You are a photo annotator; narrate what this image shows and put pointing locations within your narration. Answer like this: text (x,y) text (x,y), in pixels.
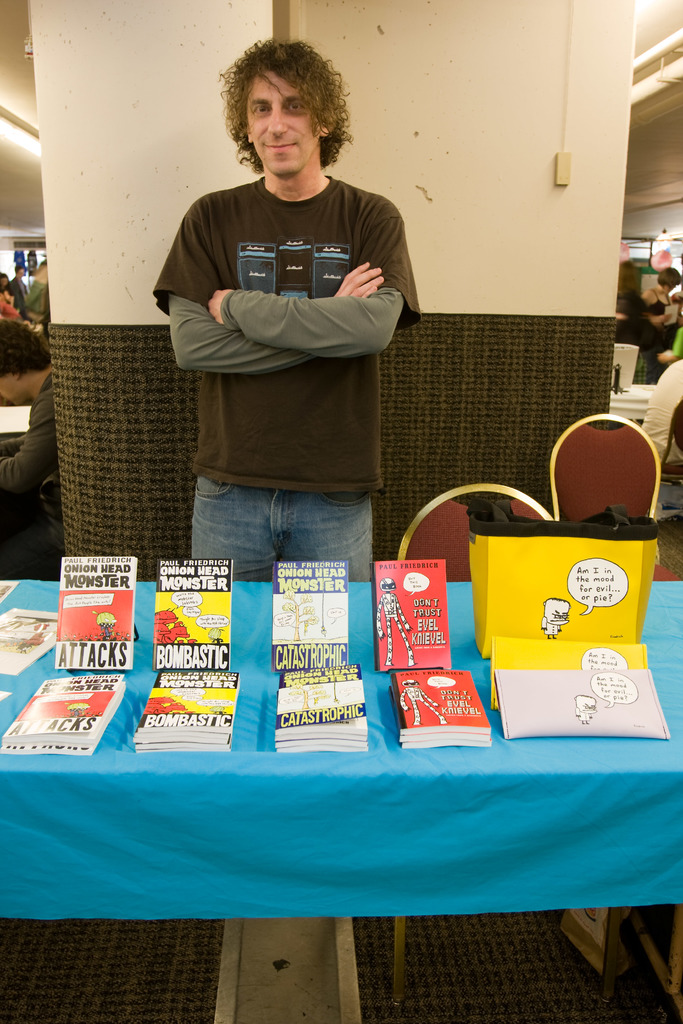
A man (296,248) with t-shirt (292,253) is standing and he is smiling. Behind him there is a wall (123,96). In front of him there is a table (387,821). On the table (438,821) there are some books (281,674), some papers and we can also see some chairs (594,486). To the left corner (17,314) there are some people (36,366). To the right corner (631,319) we can also see some people (646,328).
